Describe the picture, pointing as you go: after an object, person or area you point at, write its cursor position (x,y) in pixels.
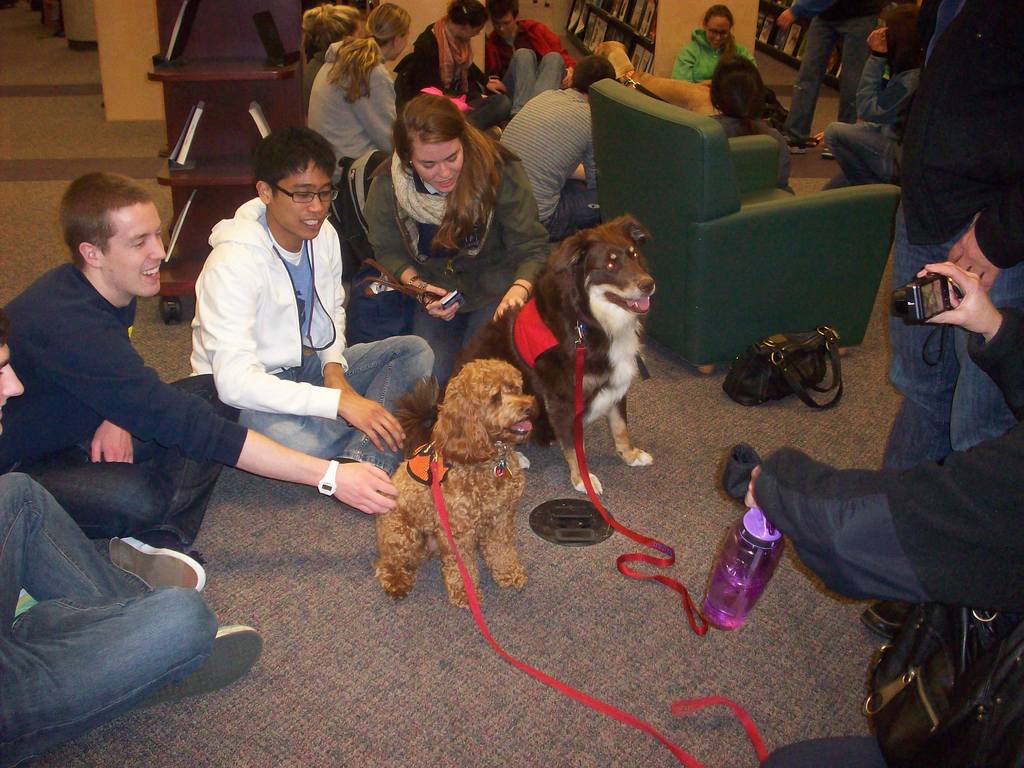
This picture shows a group of people (52,710) seated on the floor (712,385) and we see two dogs (492,368) and a man (978,258) taking photograph of them with a camera (942,300).
